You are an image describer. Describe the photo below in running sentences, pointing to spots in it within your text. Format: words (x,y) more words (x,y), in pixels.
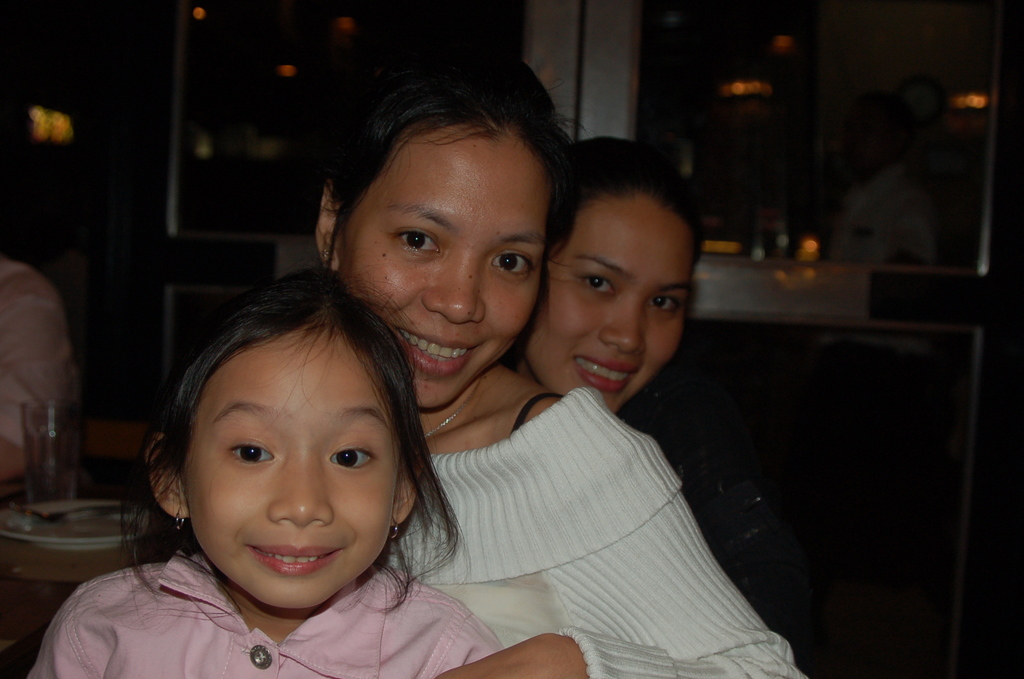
In this image we can see women (467,475) sitting on the chair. In the background (242,242) there are cupboards (839,125), serving plates (72,527), glass tumblers (64,480), cutlery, table (103,494) and a person (865,135) standing on the floor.
